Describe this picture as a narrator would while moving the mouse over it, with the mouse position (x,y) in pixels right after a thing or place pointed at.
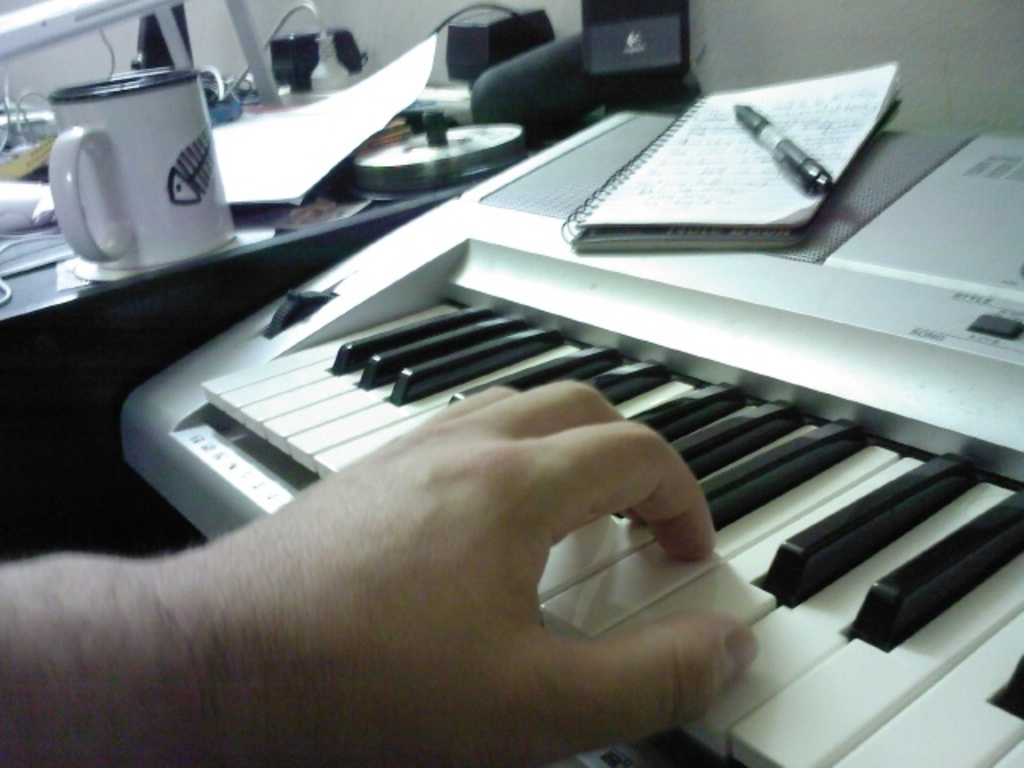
A person hand (427,499) is on a piano keyboard (705,413). On this piano keyboard (796,341) there is a book (771,206) and pen (786,152). On this table (236,245) there is a cup (173,168), CD (481,149) and things (555,81).
